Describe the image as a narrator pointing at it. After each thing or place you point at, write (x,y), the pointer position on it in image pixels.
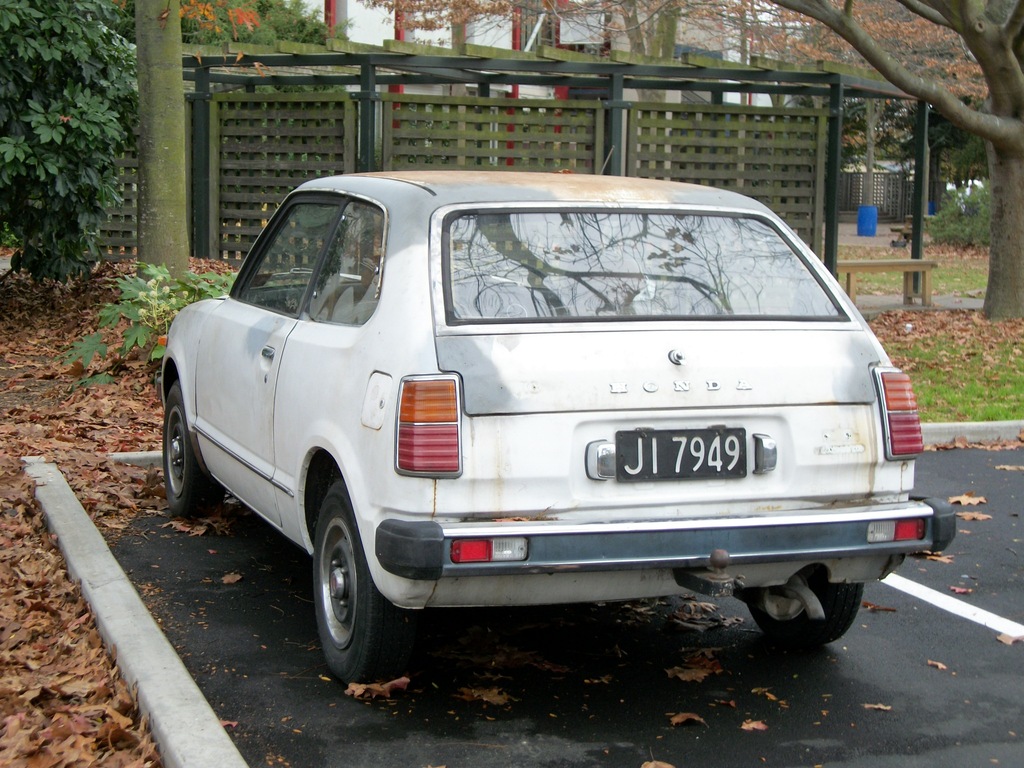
In this image there is a vintage car (487,369) on the road (661,667). On the left side (48,565) there are dry leaves (19,465) on the road (639,667). In front of the car (297,293) there are trees (156,168) and a wooden fencing (659,133). On the right side (994,106) top corner there is a tree (1006,214) on the ground (987,330).
